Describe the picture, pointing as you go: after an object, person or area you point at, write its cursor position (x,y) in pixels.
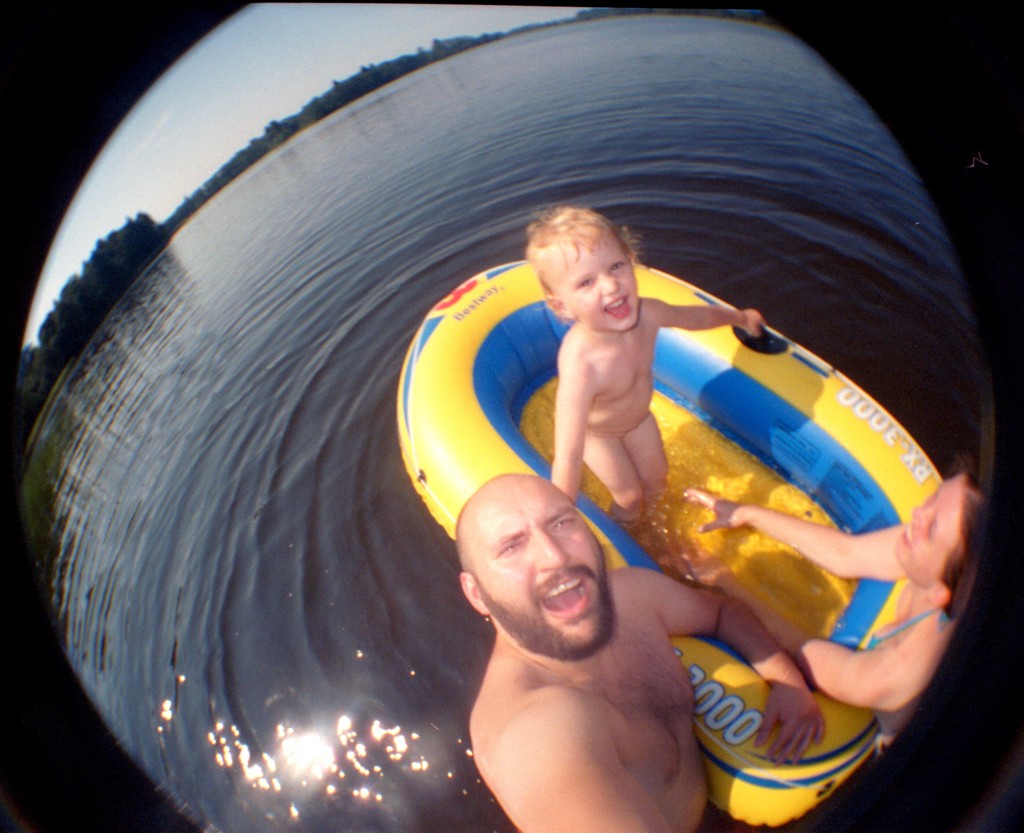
In the picture I can see a man (561,531) and a woman (909,616) is standing in the water (383,534). I can also see a child (605,292) is standing on the rubber boat (520,346). In the background (127,187) I can see trees (91,258) and the sky (245,54).
